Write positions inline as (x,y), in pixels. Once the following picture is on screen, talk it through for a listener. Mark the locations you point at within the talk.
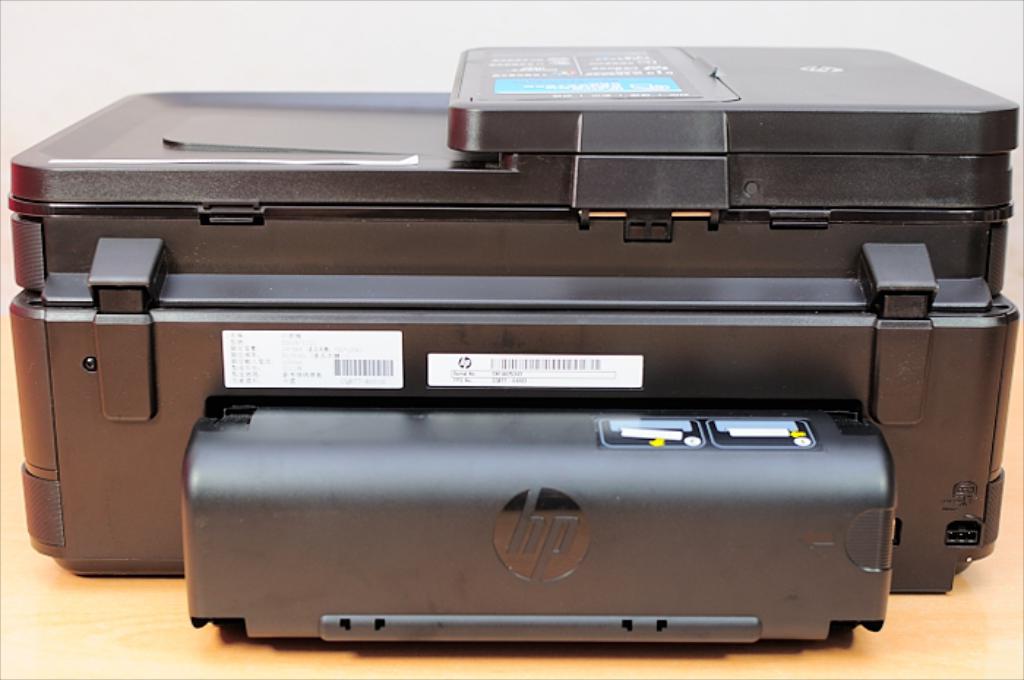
In this image we can see a scanner (469,147) on the wooden surface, also we can see some cards (374,356) with text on it, and the background (291,41) is white in color.
